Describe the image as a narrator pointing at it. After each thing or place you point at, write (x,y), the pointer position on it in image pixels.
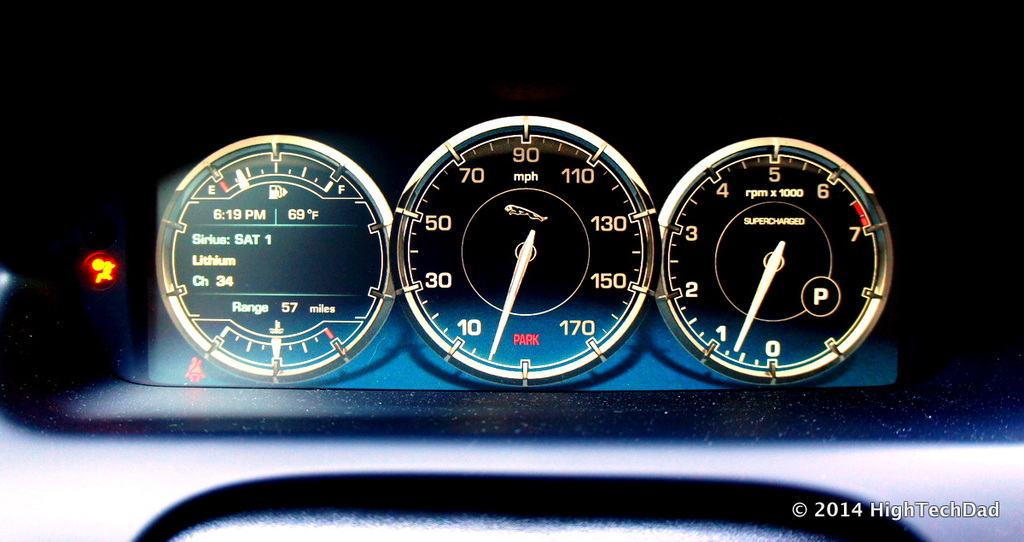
It is the speedometer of a car (89,294), there are total three meters (569,305).
